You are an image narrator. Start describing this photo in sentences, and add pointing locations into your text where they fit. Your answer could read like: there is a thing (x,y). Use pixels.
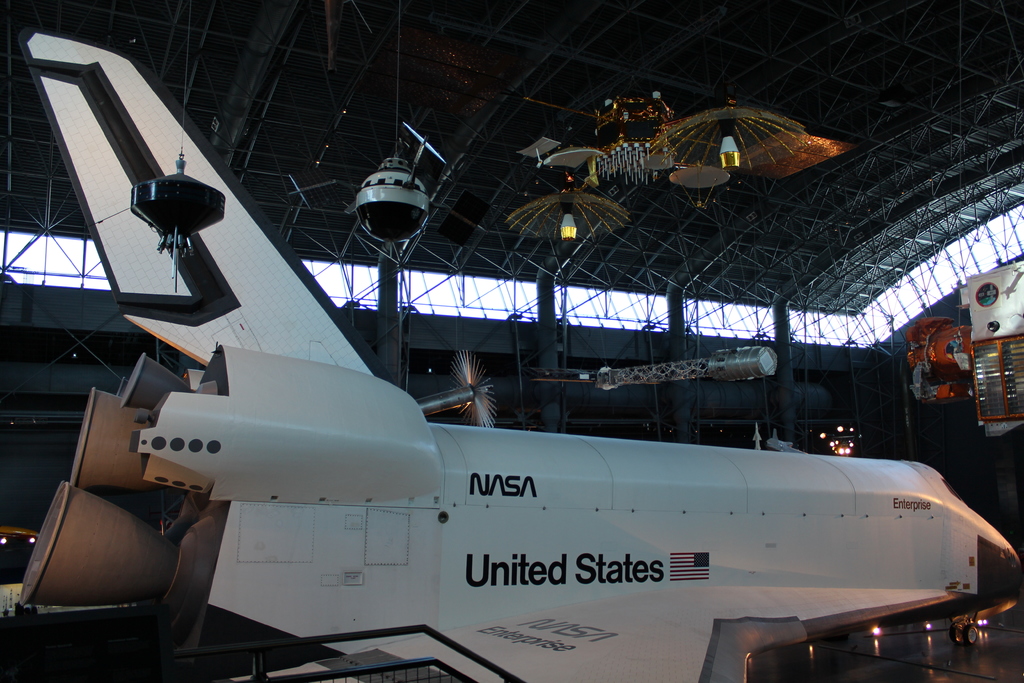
Here we can see an airplane (663,511) on the floor (796,674). There are poles (674,403), lights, and objects (787,153).
